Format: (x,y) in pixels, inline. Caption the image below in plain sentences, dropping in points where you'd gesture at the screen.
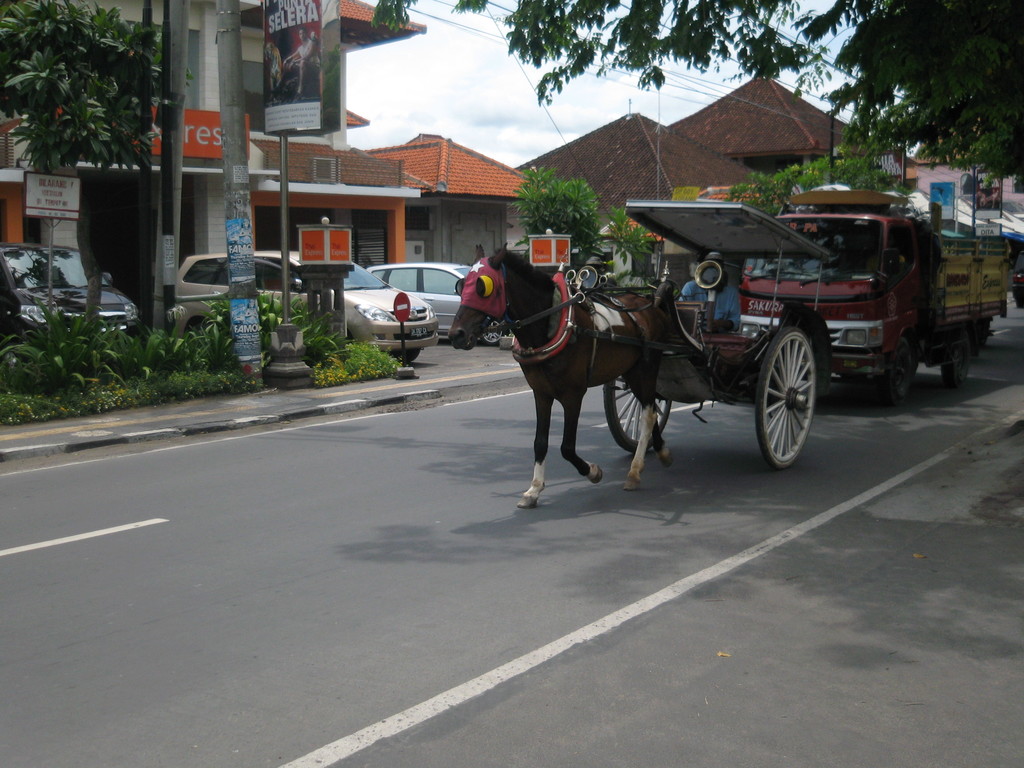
In this picture there is a man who is riding a chariot (677,375) on the road (692,451). At the back (855,287) there is a truck (915,235). On the left (72,257) we can see three cars (419,284) which is parked near to the sign board (396,298), poles (285,293), trees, plants (107,354), grass (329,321) and buildings (276,213). On the right (700,163) background we can see the hut (803,144), house (950,169), street lights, electric pole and wires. At the top (495,79) we can see the sky (495,85) and clouds (435,64).
